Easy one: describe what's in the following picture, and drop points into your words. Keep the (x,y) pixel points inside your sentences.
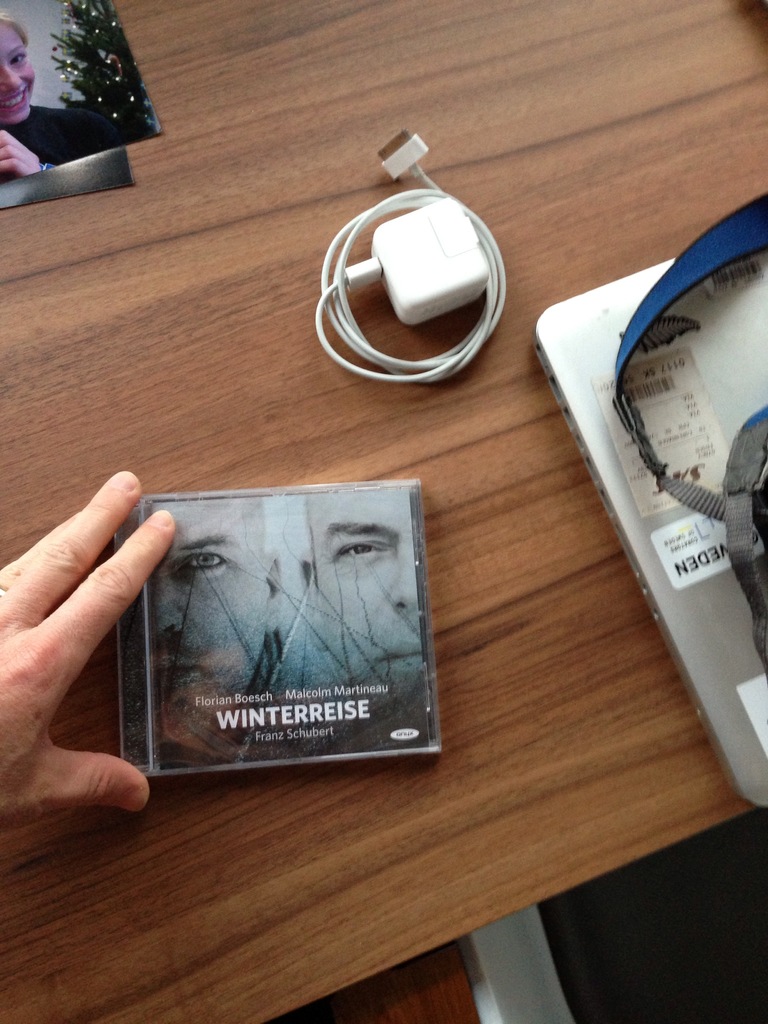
As we can see in the image there is a table (217,475). On table (187,309) there is a laptop (753,348), bag (756,499), charger (399,355) and a photo (48,63).
